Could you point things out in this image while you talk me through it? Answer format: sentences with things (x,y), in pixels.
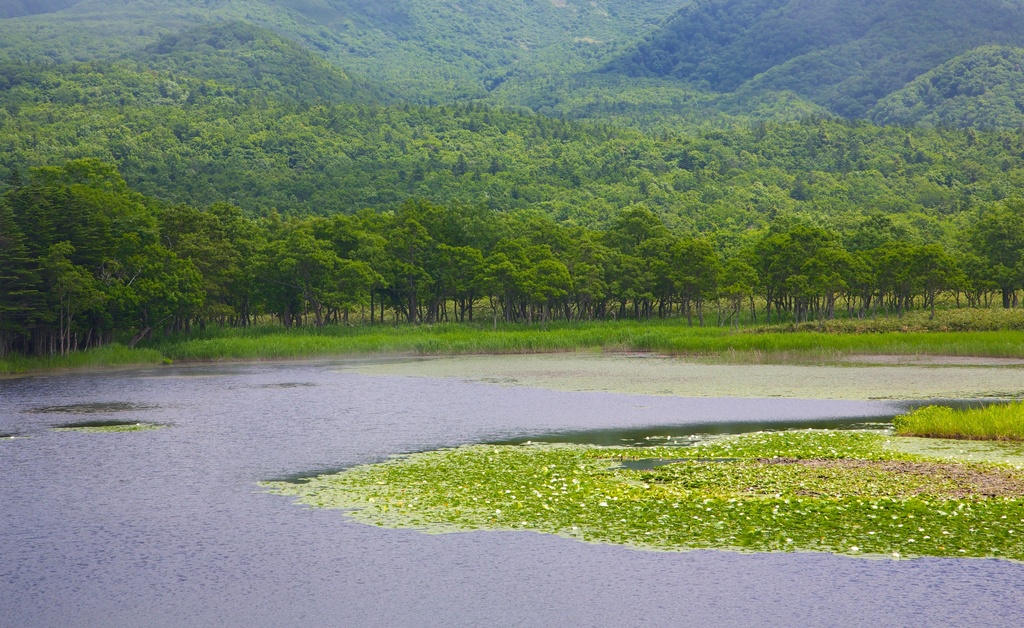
In this image there are few leaves (488,496) on the river (247,585). In the background (326,349) there is a grass (933,344) and trees (367,168).
